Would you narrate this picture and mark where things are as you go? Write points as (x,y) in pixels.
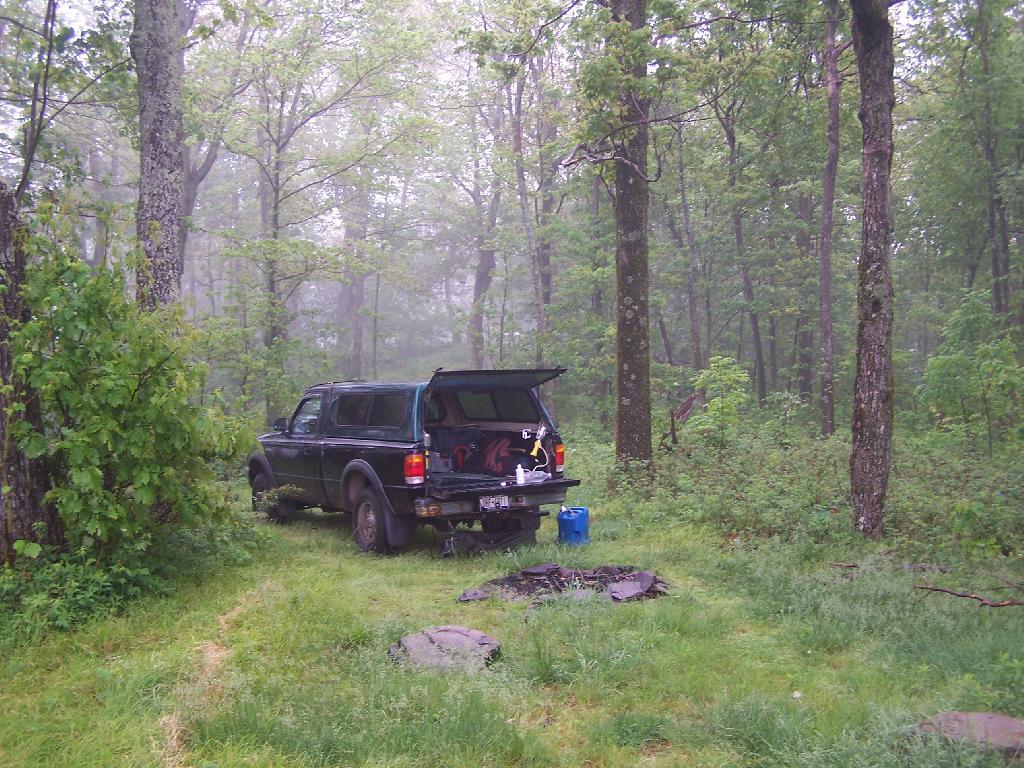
In this picture I can observe a black color vehicle (361,480) on the land (339,569). There is some grass (288,689) on the ground (536,667). In the background (286,215) there are trees (285,247) and a sky (391,115).
